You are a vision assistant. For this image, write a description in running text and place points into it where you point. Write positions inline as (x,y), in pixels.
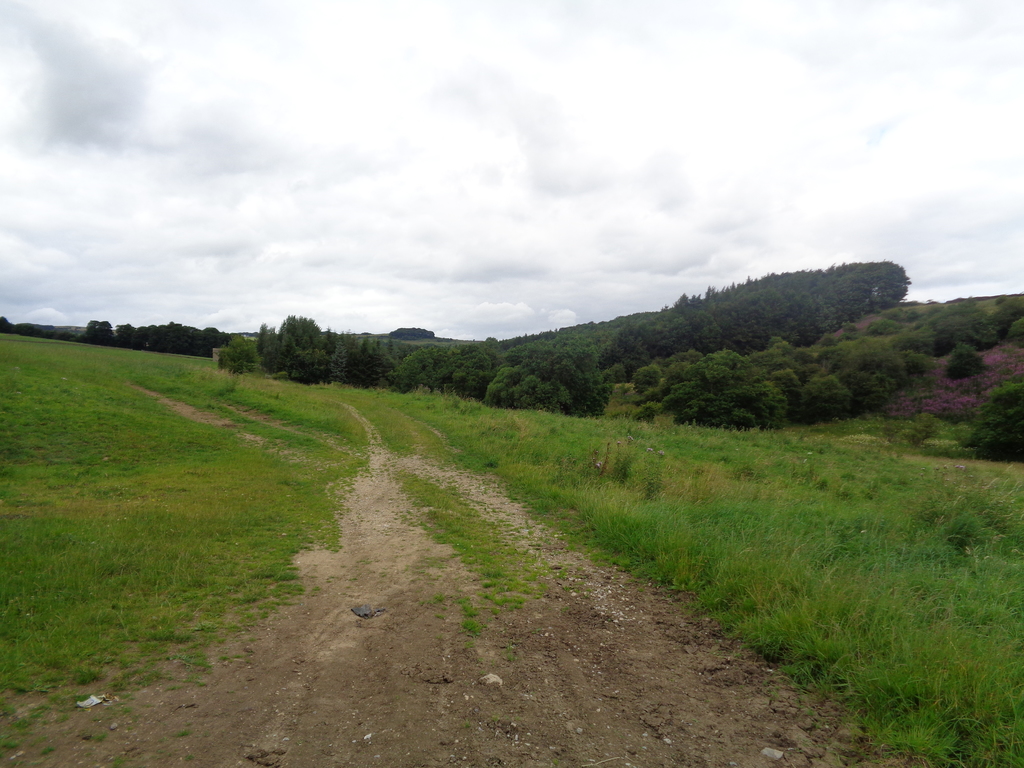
In this picture we can see the grass (682,578), trees (847,337), path (368,546) and in the background (316,77) we can see the sky (540,82) with clouds (454,190).
